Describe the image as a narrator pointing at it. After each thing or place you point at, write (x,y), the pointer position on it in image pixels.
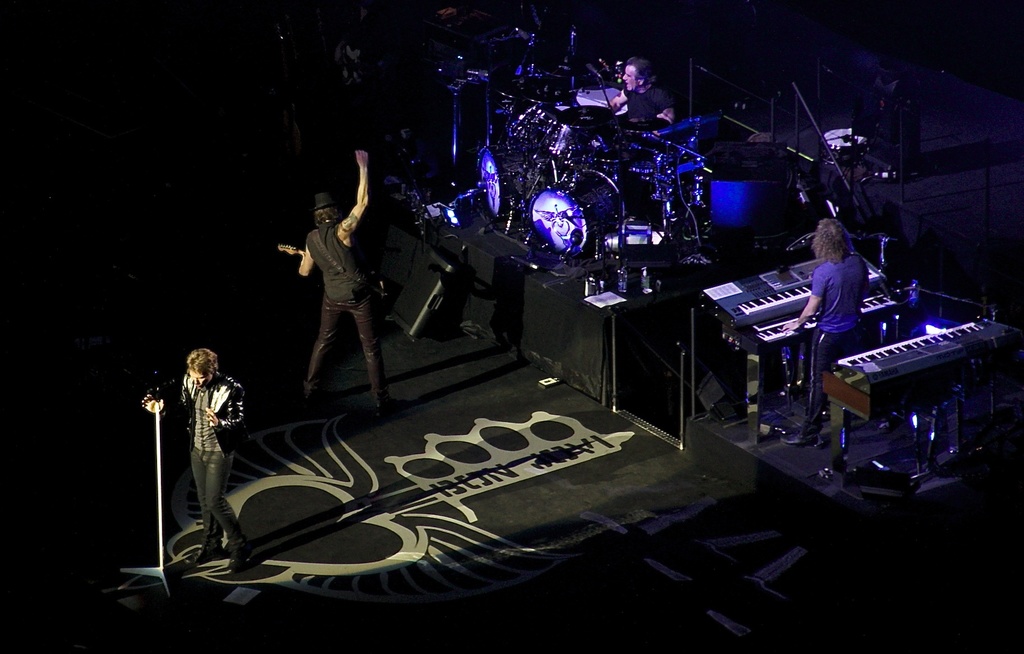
In this image there are two men (641,86) playing musical instruments (590,106), there are two men (232,446) standing on the floor (452,491), there is a stand (159,457), there is a microphone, there is a man (332,266) wearing a hat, the background of the image (989,76) is dark.
